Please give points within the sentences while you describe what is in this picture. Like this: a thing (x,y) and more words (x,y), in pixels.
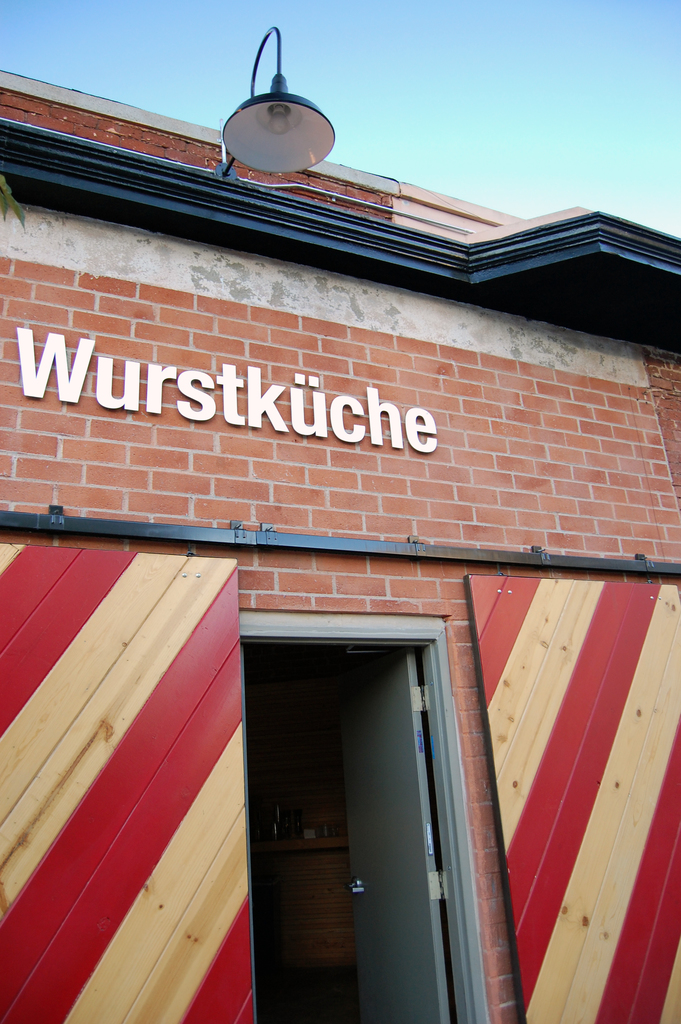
In this image there is a building (278,646) and we can see a door (212,579). At the top (260,158) there is a light (268,150) and we can see the sky (324,76).
